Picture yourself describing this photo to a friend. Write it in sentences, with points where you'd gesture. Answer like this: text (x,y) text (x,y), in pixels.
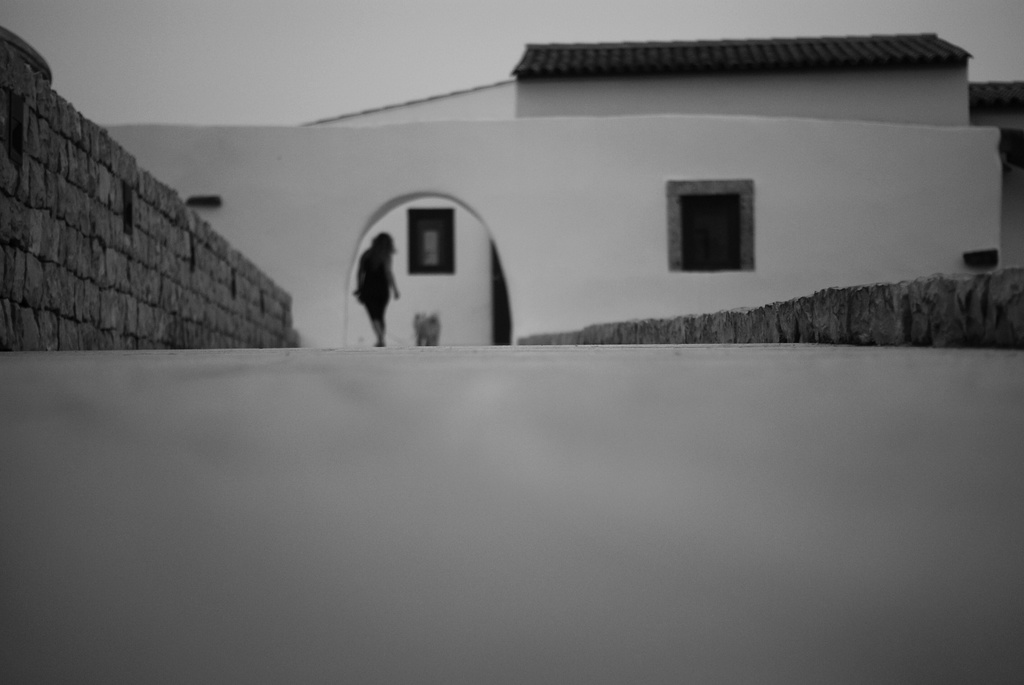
In this image I can see building (546,217), windows (439,263) and brick wall (133,235). I can see a person (383,252) walking. The image is in black and white.
